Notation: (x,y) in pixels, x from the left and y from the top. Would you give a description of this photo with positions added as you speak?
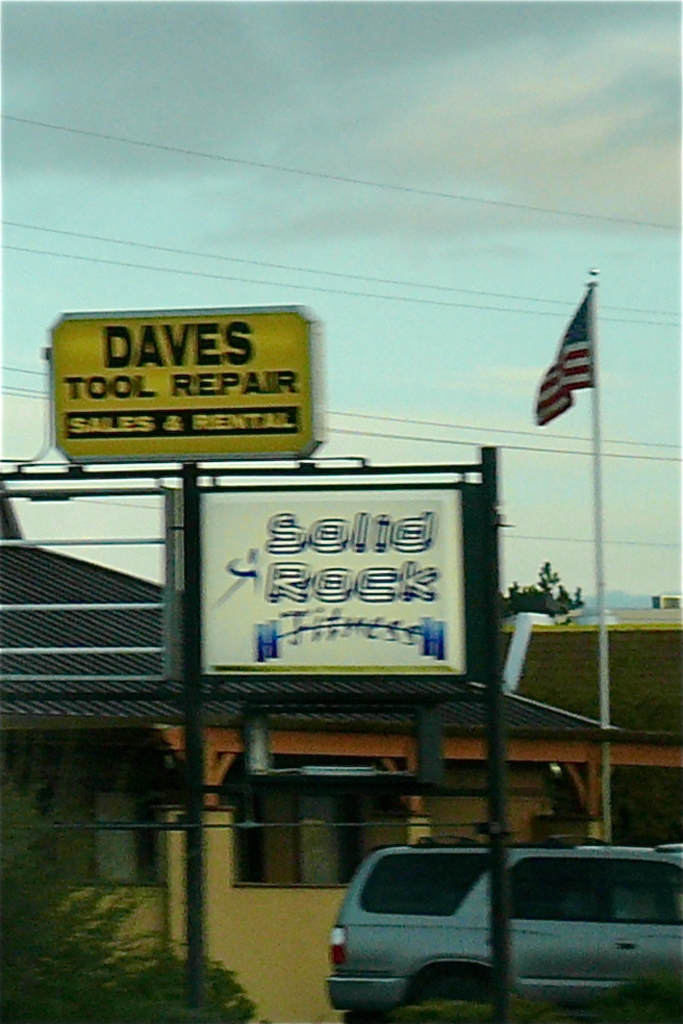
In this picture we can see few houses (387,743), hoardings (311,596), plants (42,906) and a car (581,876), in the background (584,580) we can see a tree (531,594) and clouds (447,231), on the right side of the image (560,373) we can see a flag (560,361).
